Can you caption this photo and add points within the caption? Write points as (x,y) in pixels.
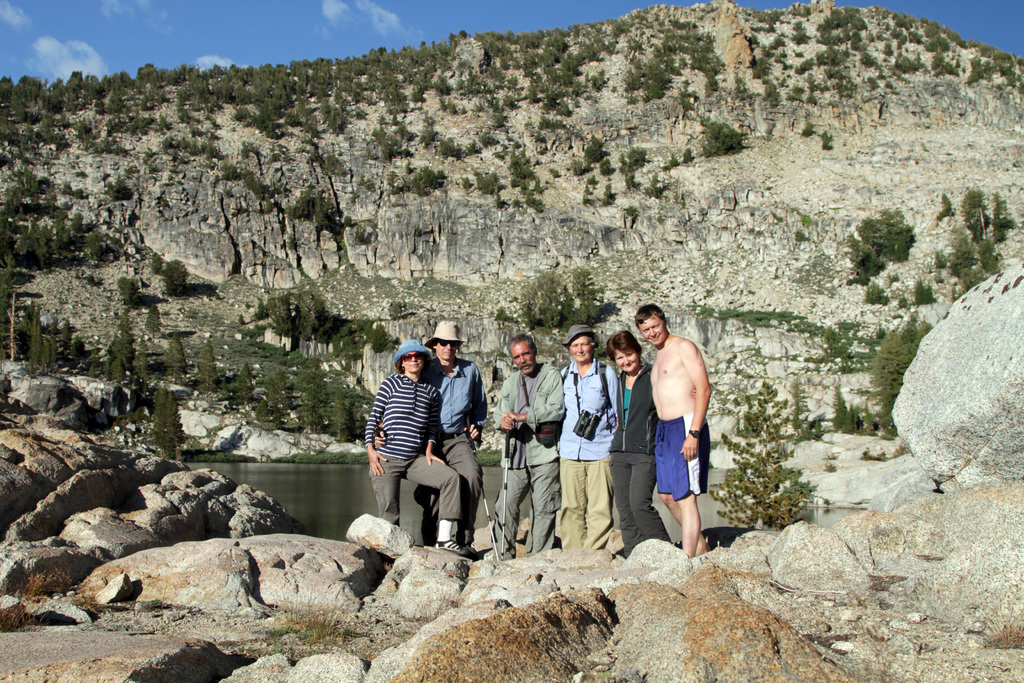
In this image I can see the group of people (539,503) with different color dresses (539,475). I can see few people (445,373) are wearing the hats (405,348). These people (521,352) are standing on the rock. In the background (495,366) I can see the water (301,488), trees (235,177), mountains (245,191). I can also see the clouds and the sky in the back (306,26).
